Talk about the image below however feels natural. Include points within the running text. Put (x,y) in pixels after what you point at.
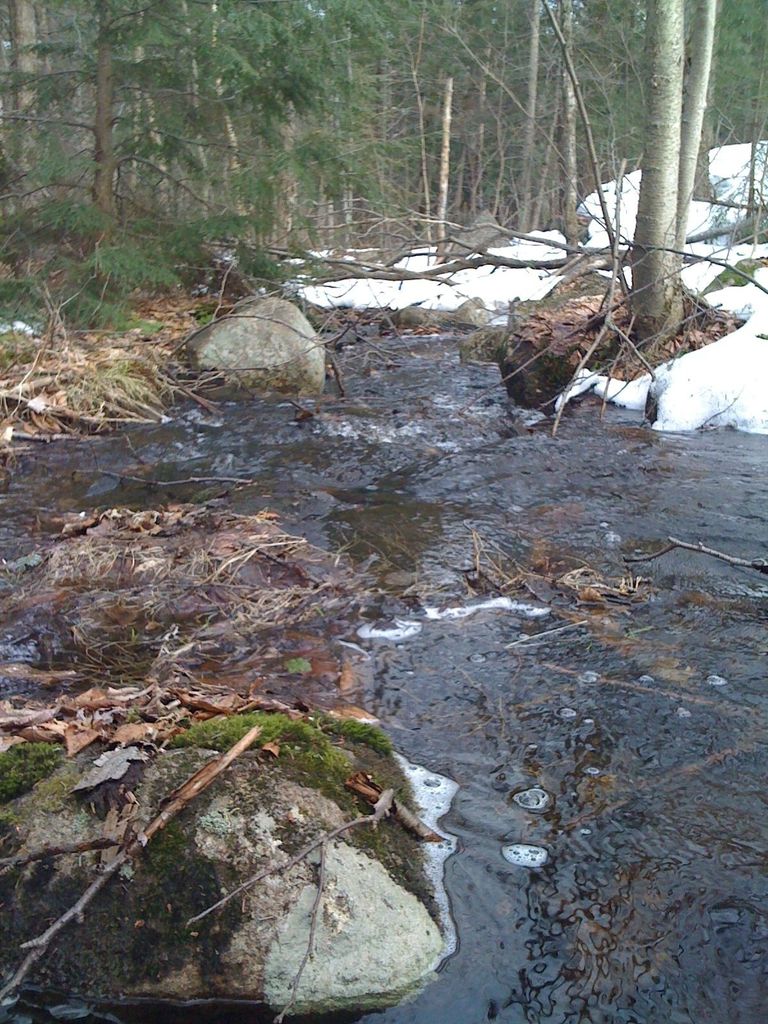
Here in this picture we can see water (425,400) flowing through a place and we can also see rock stones (241,336) present and we can see some part of ground (76,361) is covered with grass (123,395) and we can also see plants (162,212) and trees (419,163) present and we can see some part is also covered with snow (388,291).
